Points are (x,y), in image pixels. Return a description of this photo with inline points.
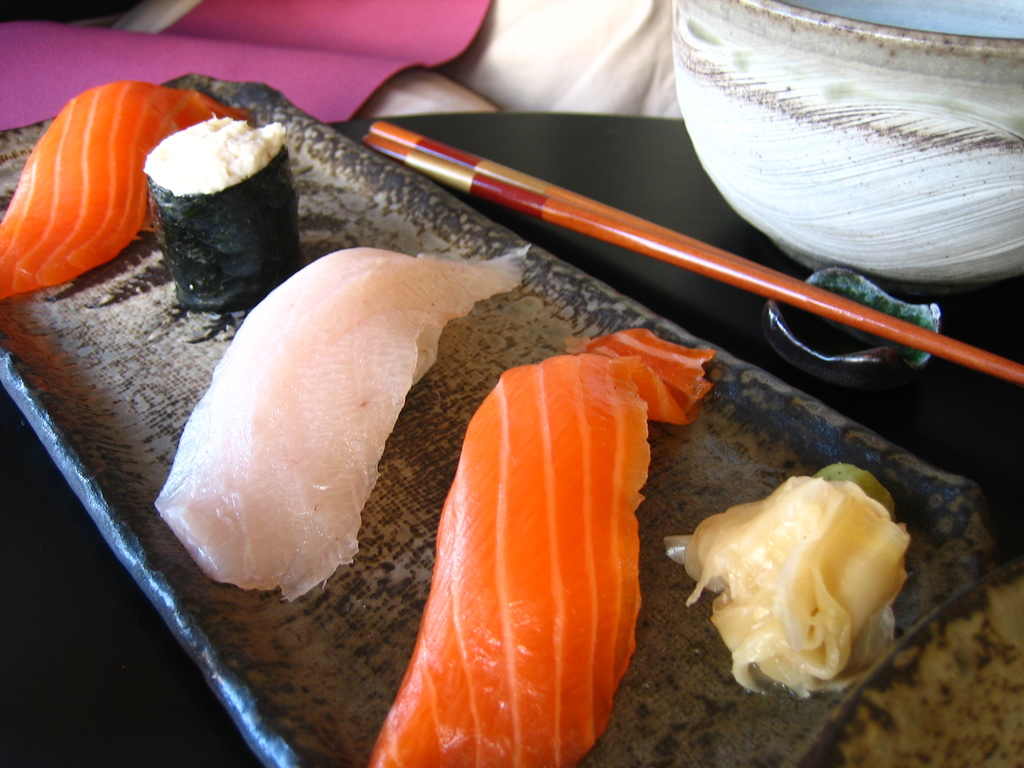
In this image there is a tray (365,189) on which there are three different types of sushi (315,413), beside this tray (347,186) there is a bowl (909,205) and the stick (609,226).
